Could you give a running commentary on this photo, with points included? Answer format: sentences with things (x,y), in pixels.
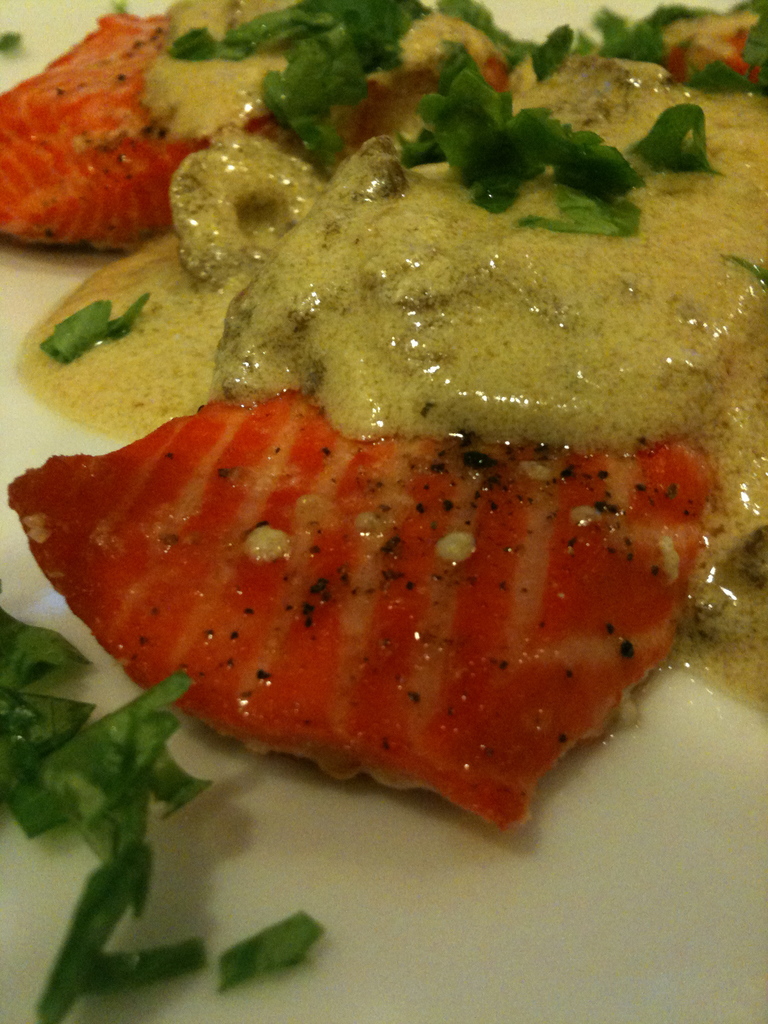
In this picture there is an edible (345,401) placed on a white surface (670,761).
